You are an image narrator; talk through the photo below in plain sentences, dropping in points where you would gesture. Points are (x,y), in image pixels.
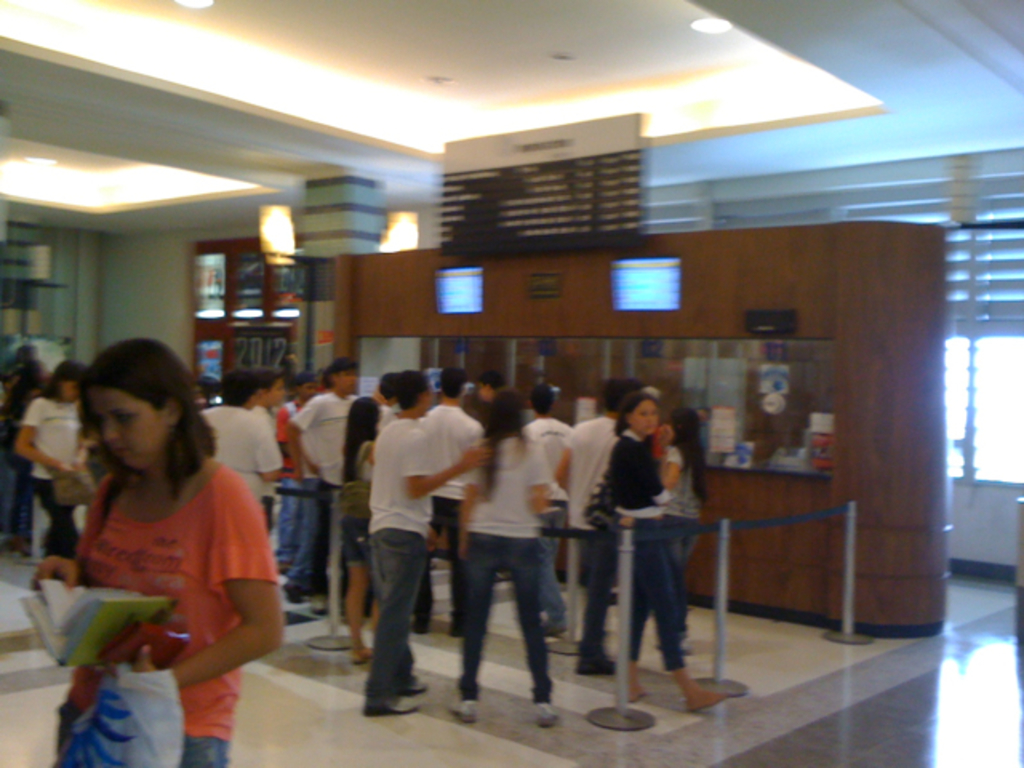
In this image we can see many people (228,461). One lady (138,534) is holding a book (109,621), purse (124,644) and a packet (141,705). There are poles (625,565) with elastic ropes (692,532). In the back (295,230) there are lights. Also there are screens (621,287). And there are rooms (731,368). In the background (1010,398) there are windows (971,396). On the ceiling (290,168) there are lights (231,178).
